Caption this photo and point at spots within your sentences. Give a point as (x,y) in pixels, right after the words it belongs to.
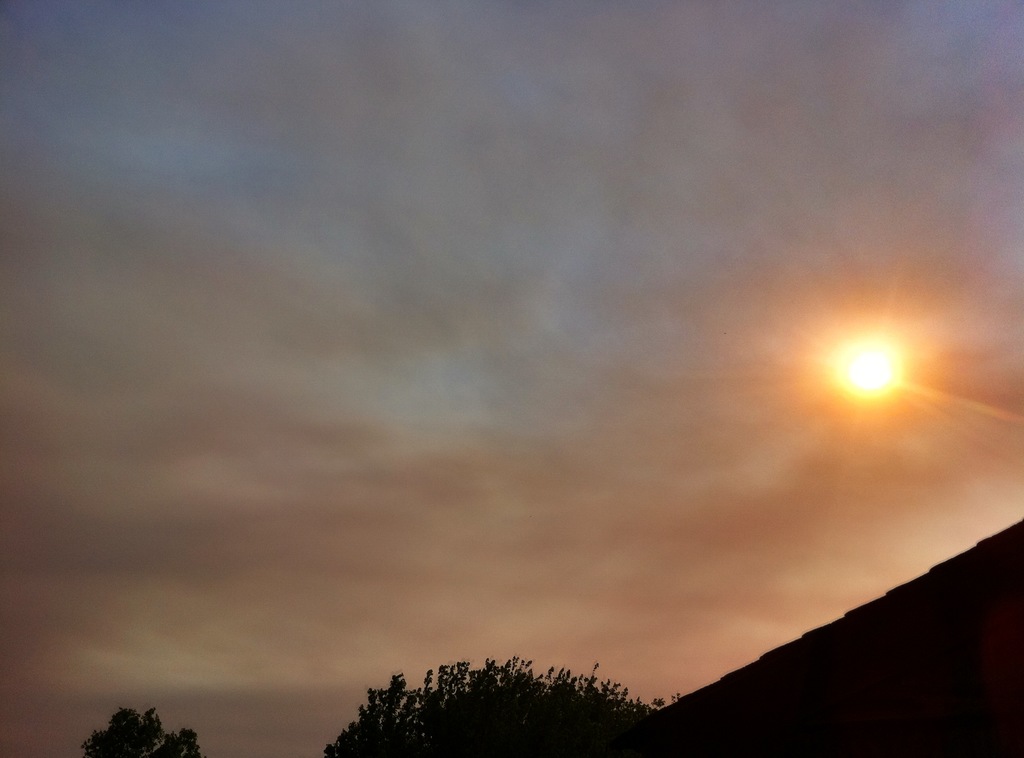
This image is taken outdoors. At the top of the image (439,207) there is the sky (686,307) with clouds (803,296) and sun (885,364). At the bottom of the image (410,708) there are two trees (508,690).
